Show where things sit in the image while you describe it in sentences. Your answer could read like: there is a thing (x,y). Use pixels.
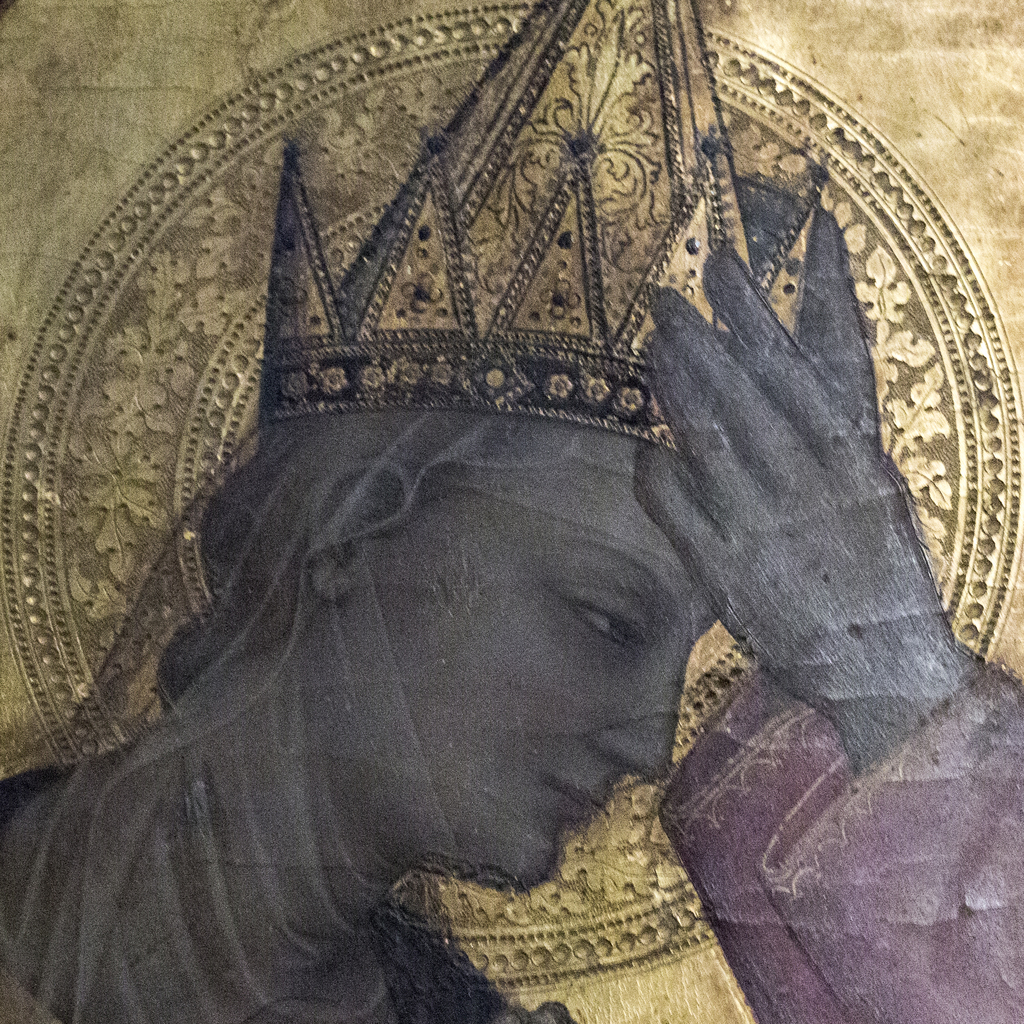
In this image there is a depiction of a person (545,680) as we can see in middle of this image (533,523).
